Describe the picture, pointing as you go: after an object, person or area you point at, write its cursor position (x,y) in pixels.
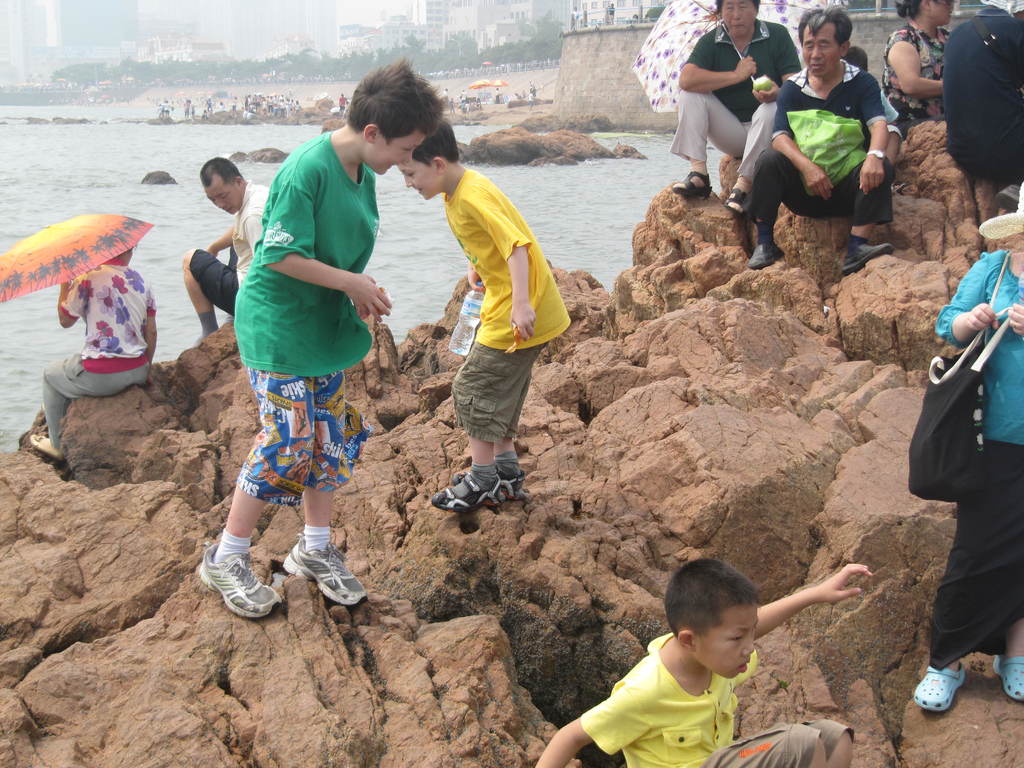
In the center of the image (554,319) there are children (298,268) standing on rocks (121,522). There are few people (862,218) sitting on the rock (654,420). In the background of the image (90,170) there is water (34,175). There are buildings (93,8). There are trees (336,70).
